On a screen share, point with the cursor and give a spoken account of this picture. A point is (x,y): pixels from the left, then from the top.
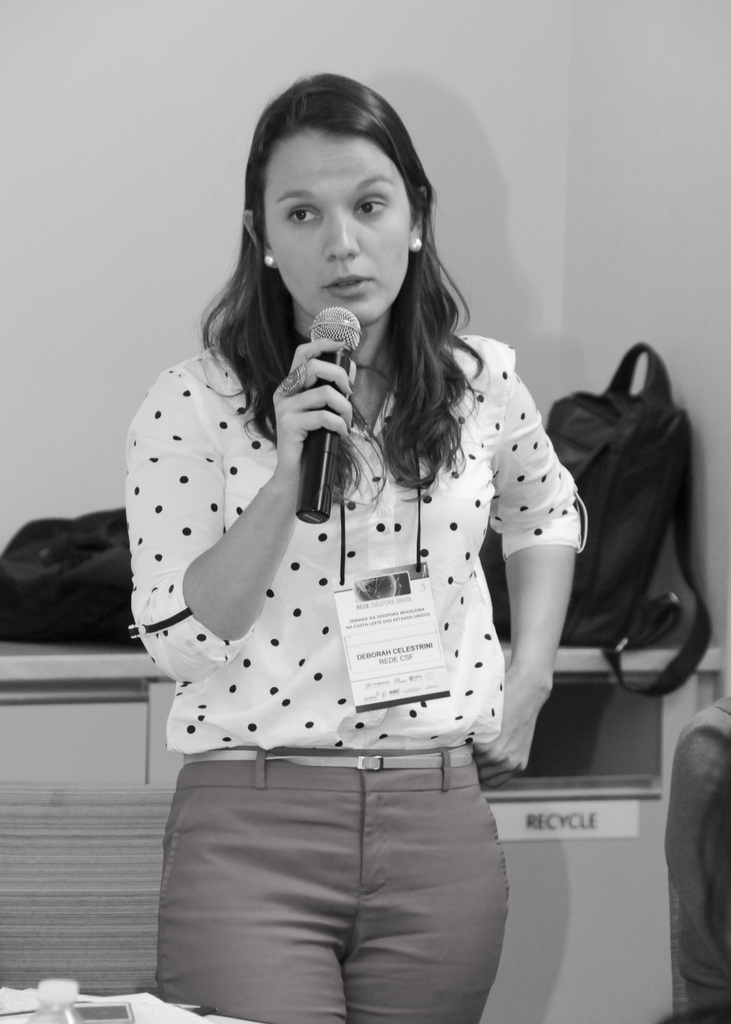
In this picture I can see a person (357,442) holding the microphone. I can see the bags (653,438) on the table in the background (500,564).
